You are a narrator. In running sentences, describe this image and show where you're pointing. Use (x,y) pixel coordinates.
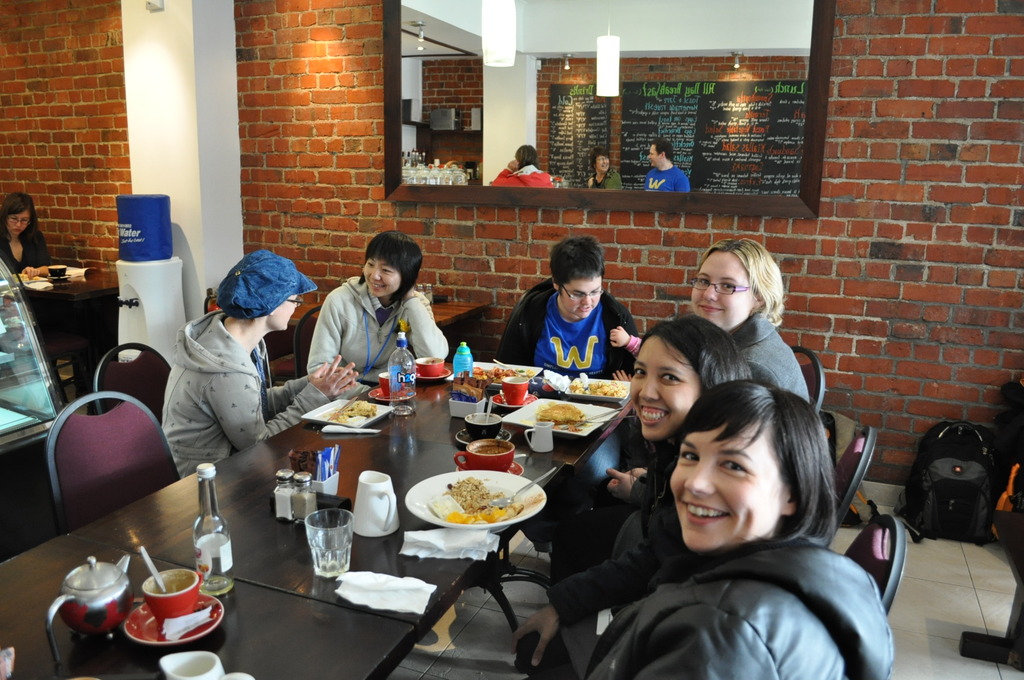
This image is clicked in a restaurant (67,439). There are many people (816,435) in this image. In the middle (525,371), there is a table (303,629) on which there are bottles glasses (329,575) and plates (438,488) along with food (501,369). In the background (436,251), there is a wall (655,277) to which a mirror (646,142) is fixed. To the left (154,309), there is a filter (128,280) along with water bottle (146,223).
